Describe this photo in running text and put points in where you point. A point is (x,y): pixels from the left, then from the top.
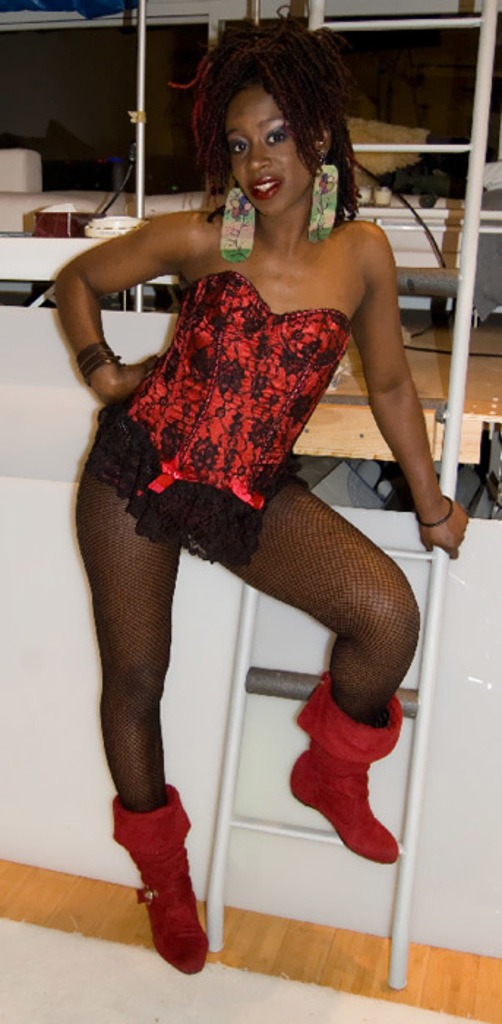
Here in this picture we can see a woman (255,270) in a black and red colored dress (262,331) standing on the place over there and behind her we can see a ladder (251,649) present and we can see red colored boots (338,729) on her and she is smiling.
